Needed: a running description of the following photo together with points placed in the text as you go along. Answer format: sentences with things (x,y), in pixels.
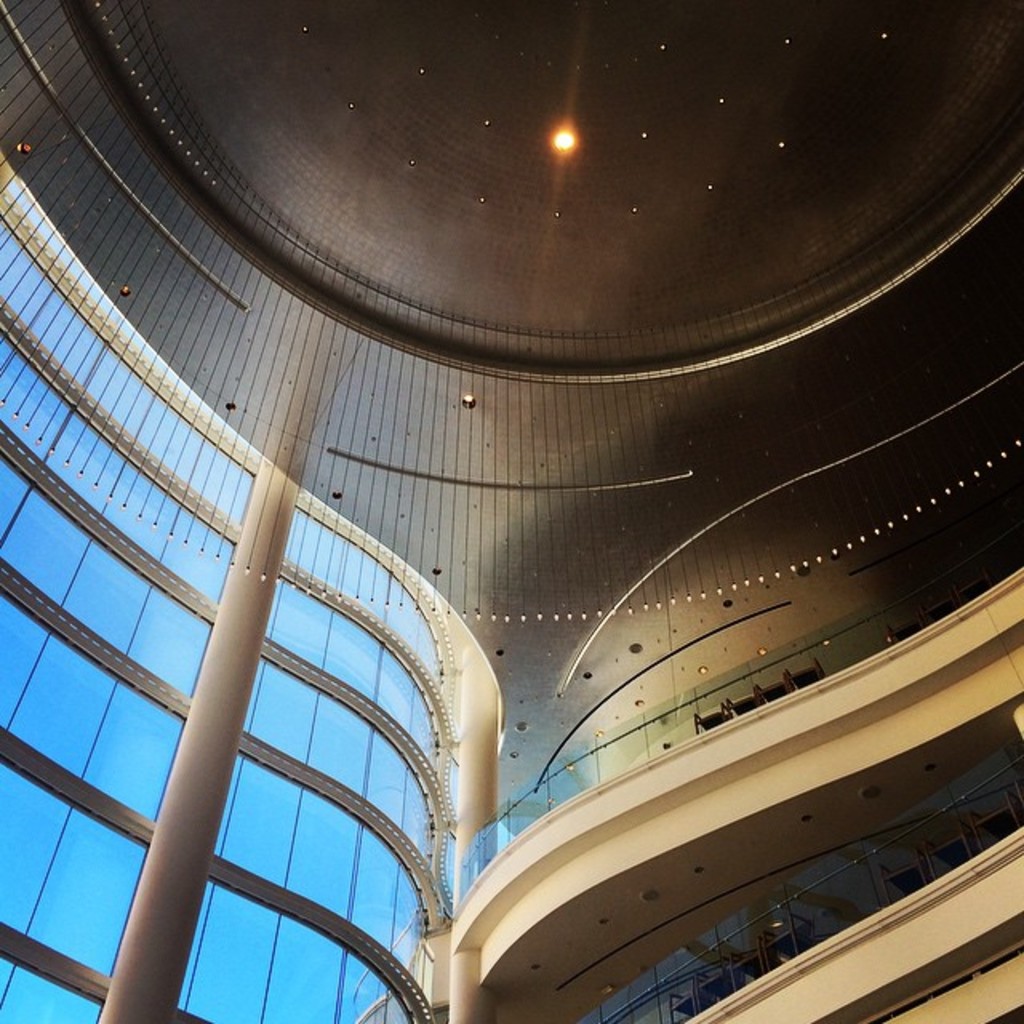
Here in this picture we can see an inner view of a building (429,687), as we can see lights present on the roof (509,133) and we can also see other decorative lights (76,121) hanging and on the right side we can see a balcony railing (585,766) present and on the left side (325,742) we can see the glass walls (129,576) of the building (304,583) present.
